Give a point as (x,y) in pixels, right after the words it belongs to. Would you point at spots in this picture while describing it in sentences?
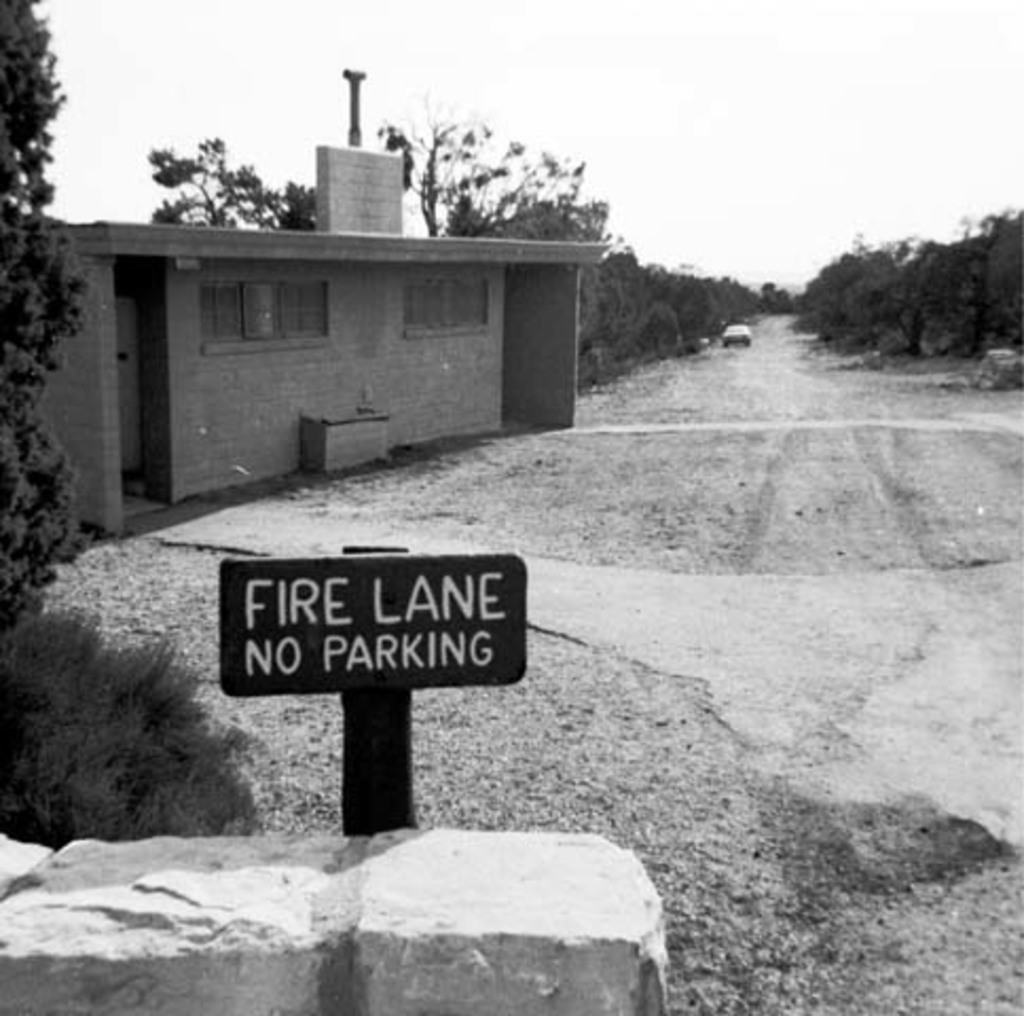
In this image I can see there is a car (746,333) on the road (756,496). And there is a building (420,321) and a rod (353,107) attached to the building (423,256). And there is a stone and a board (385,665) with text (433,640). And there are trees (866,304) and at the top (391,121) there is a sky (321,92).
